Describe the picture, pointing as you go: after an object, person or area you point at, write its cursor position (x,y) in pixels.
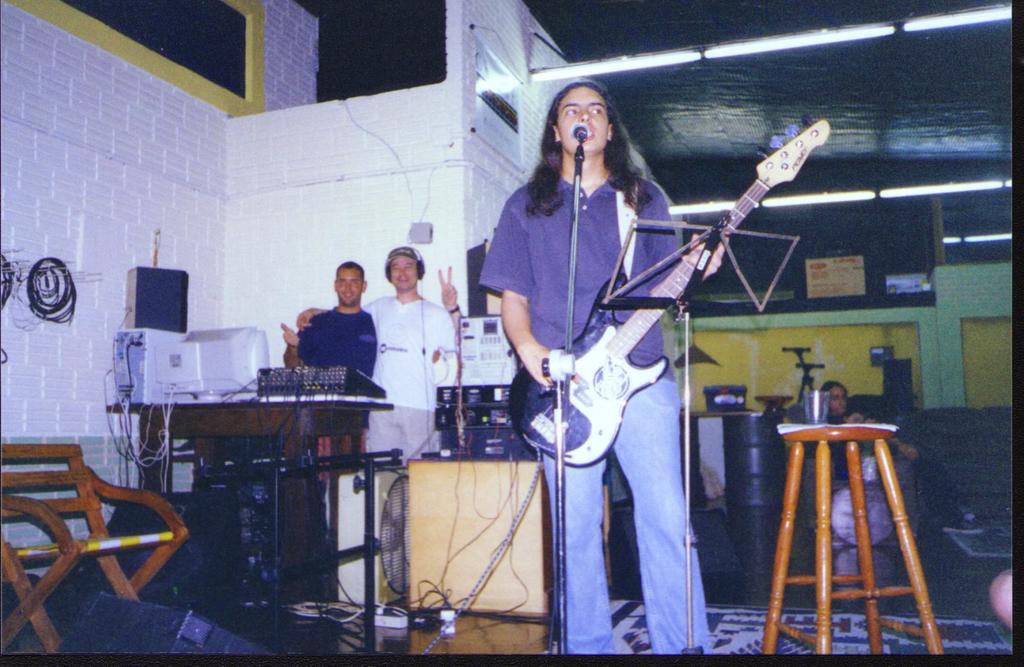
The center person (601,261) is standing. He is holding a guitar (641,334). He is singing a song. On the left side (320,313) two persons (393,265) are standing. The white color shirt person (386,334) is wearing a headphone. There is a table (210,403). There is a mixing console (270,385), monitor (236,386) and CPU (141,385) on a table (181,405). On the right side (855,413) person (830,418) is sitting on a chair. We can see in background (194,162) white color wall (153,151), stool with a glass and chair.
